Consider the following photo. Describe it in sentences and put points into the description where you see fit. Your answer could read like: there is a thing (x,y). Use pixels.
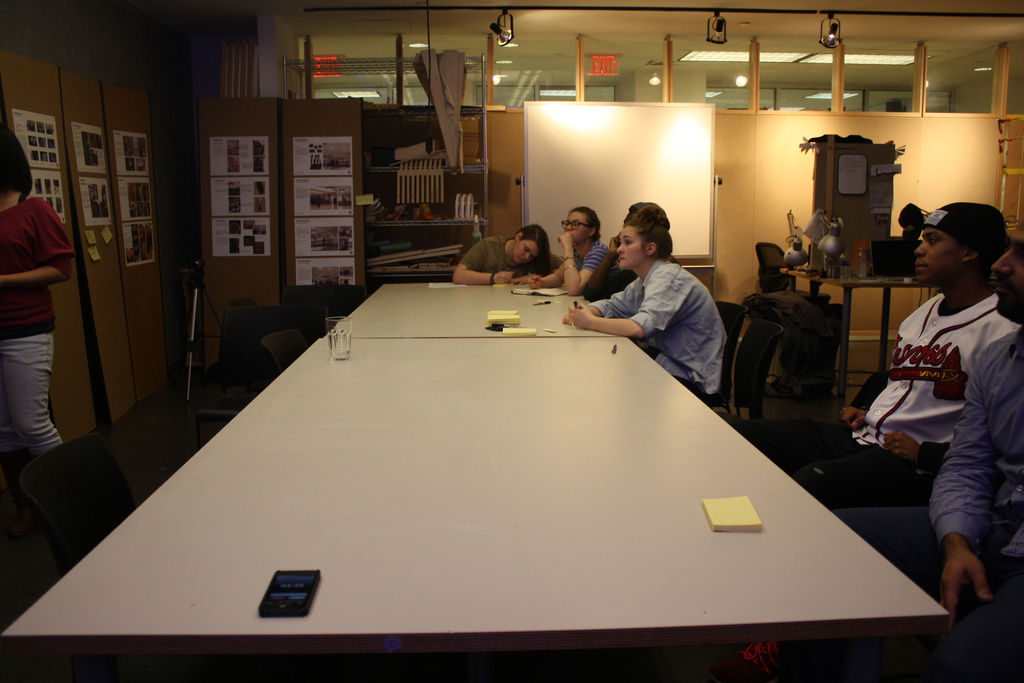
Here we can see a group of people (571,215) are sitting on the chair (753,408), and in front here is the table (480,333) and books (488,320) and glass (341,347) on it, and here is the board (581,155), and here are the things (417,213) in the rack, and here a person (31,243) is standing.
